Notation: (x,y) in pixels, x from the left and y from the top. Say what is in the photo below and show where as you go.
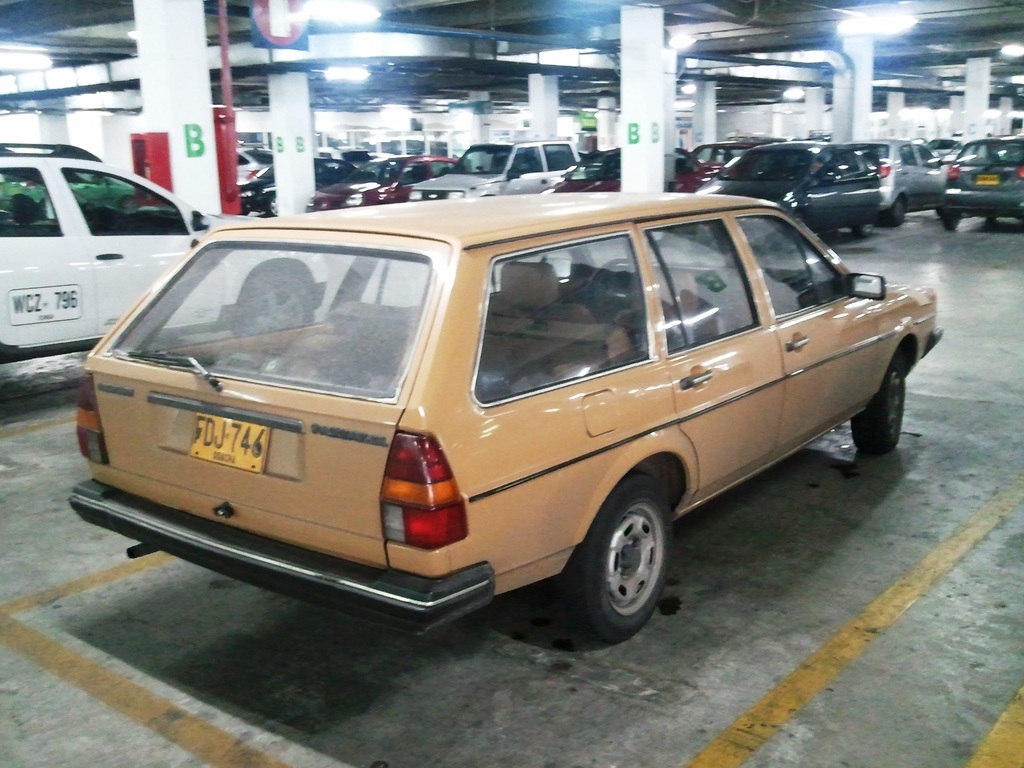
In this image I can see few vehicle (162,335), in front (532,447) the vehicle (246,364) is in brown color. Background (203,117) I can see few pillars (57,135) in white color and I can see a red color cylinder (228,135) attached to the pillar (160,111), and I can see few lights (685,90).
